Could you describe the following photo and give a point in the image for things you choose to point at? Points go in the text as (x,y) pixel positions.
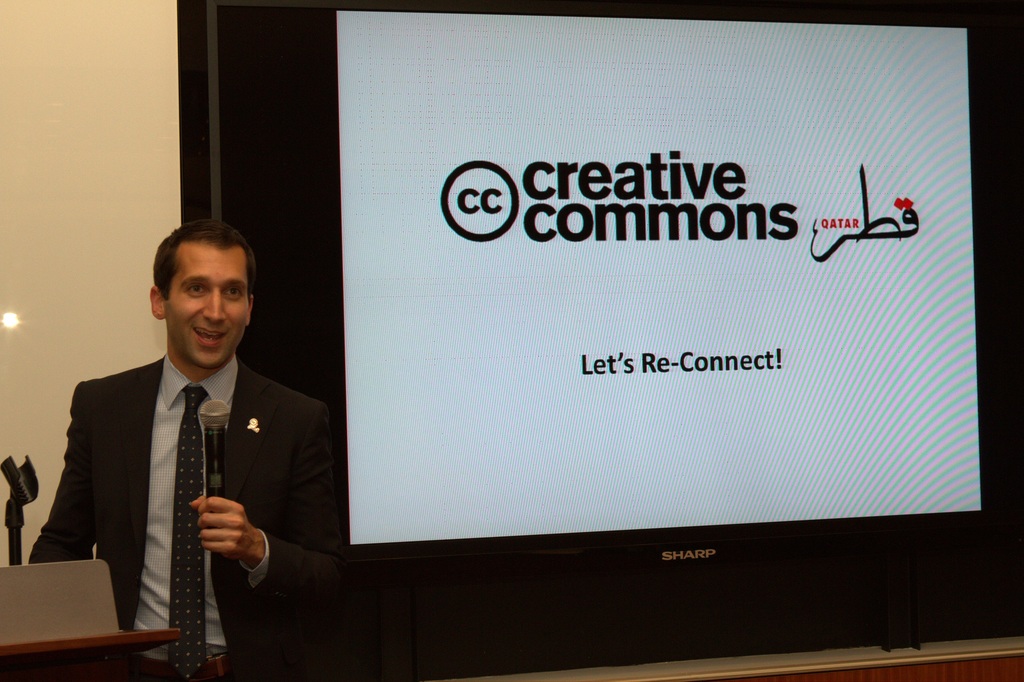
In this image we can a person (252,455) holding a mic (220,469) and talking, in front of him we can see a podium (82,650), laptop (110,582), and a stand (20,481), there is a screen (632,318) with some texts (777,209), and image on it, also we can see the wall (82,236).
